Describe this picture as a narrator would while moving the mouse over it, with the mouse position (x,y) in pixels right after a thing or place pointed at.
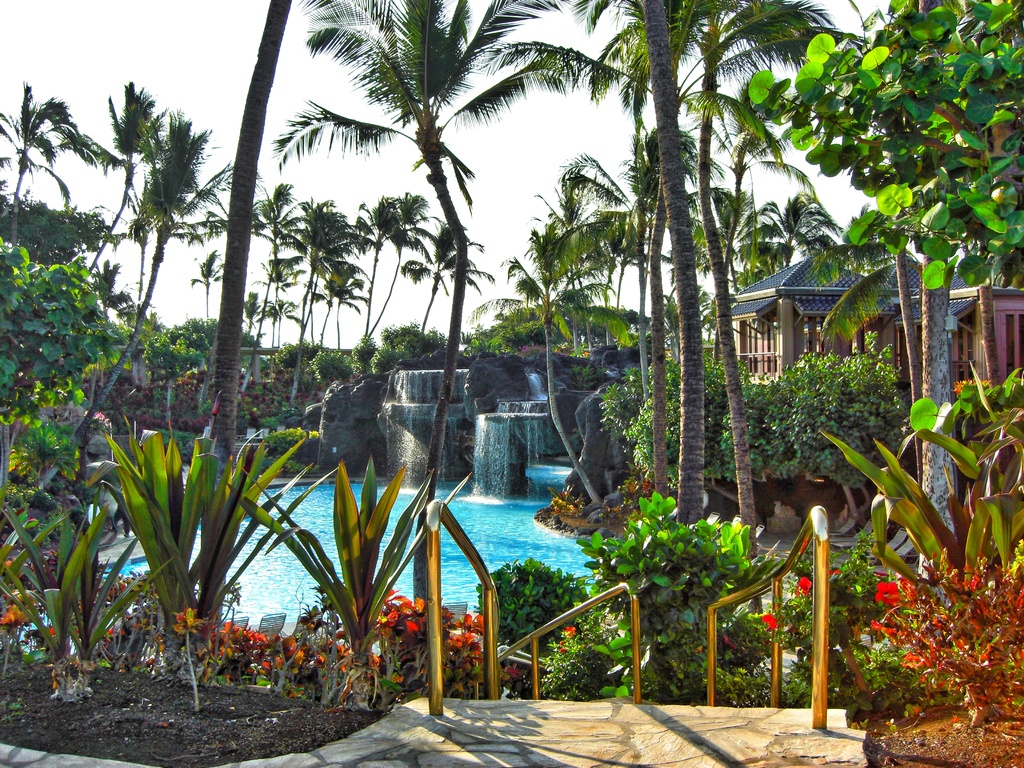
In this image there is a railing (490,636), behind the railing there are plants (143,517) and trees (29,473), beside the plants (210,582) there are houses (807,315), in the middle (540,487) there is a pool (485,524), in the background (457,417) there is a waterfall (501,403) and the sky (457,101).
